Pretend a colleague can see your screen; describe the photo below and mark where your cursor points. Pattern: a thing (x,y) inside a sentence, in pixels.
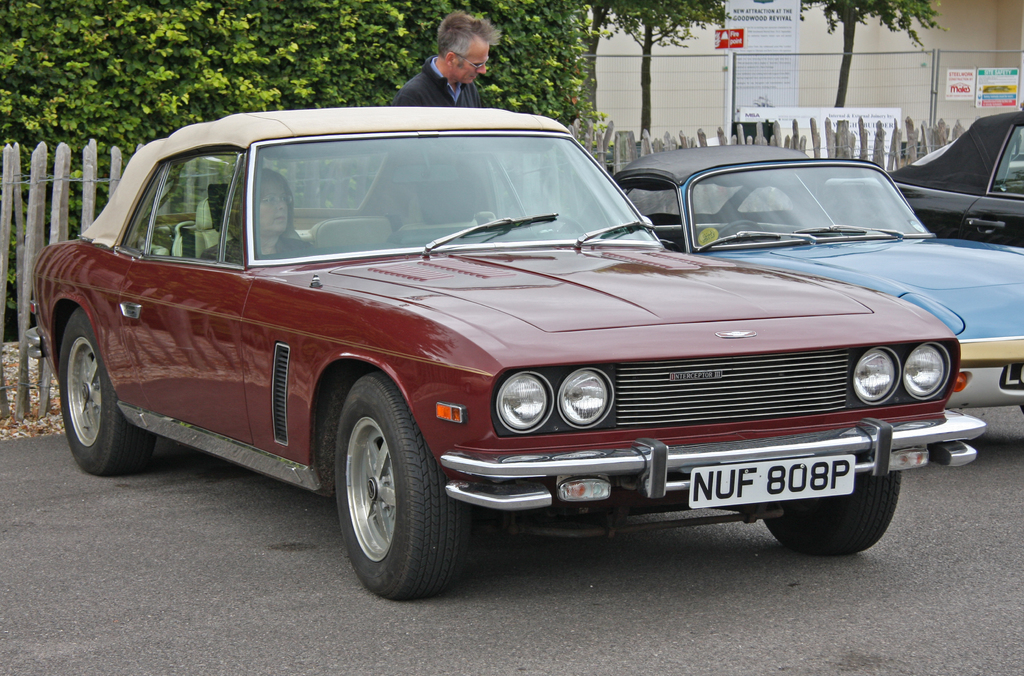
In this picture there is a woman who is sitting inside the red car (241,258), beside the car (392,318) i can see a man (428,98) who is wearing spectacle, jacket (426,85) and shirt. He is standing near to the blue car (811,225). Beside the blue car (913,252) there is a black car (956,185) which is parked near to the wooden fencing (657,144). In the background (126,92) i can see the trees (847,75), plants (496,55), sign boards (1008,73), posters (1009,87), banners (954,69) and building (934,38).
